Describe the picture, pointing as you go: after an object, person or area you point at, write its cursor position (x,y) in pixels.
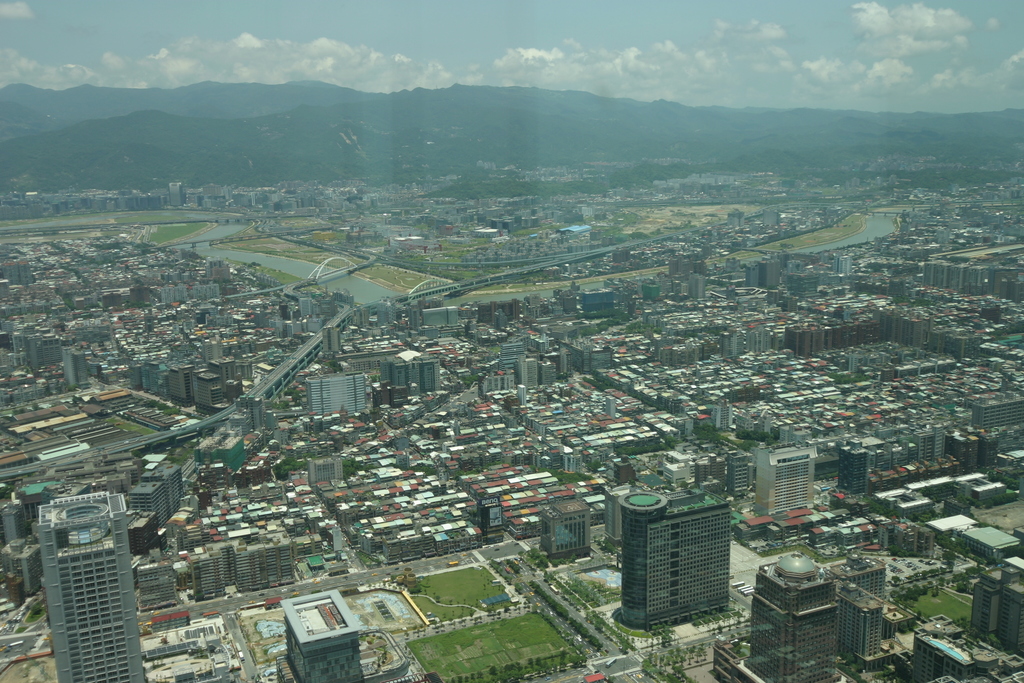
In this picture we can see a glass (495,170) in the front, from the glass (351,119) we can see buildings (385,415), grass (487,639), trees (435,623), water (350,277), bridge (336,274) and a highway (523,261), there is the sky (524,23) and clouds (621,62) at the top of the picture (582,37).
